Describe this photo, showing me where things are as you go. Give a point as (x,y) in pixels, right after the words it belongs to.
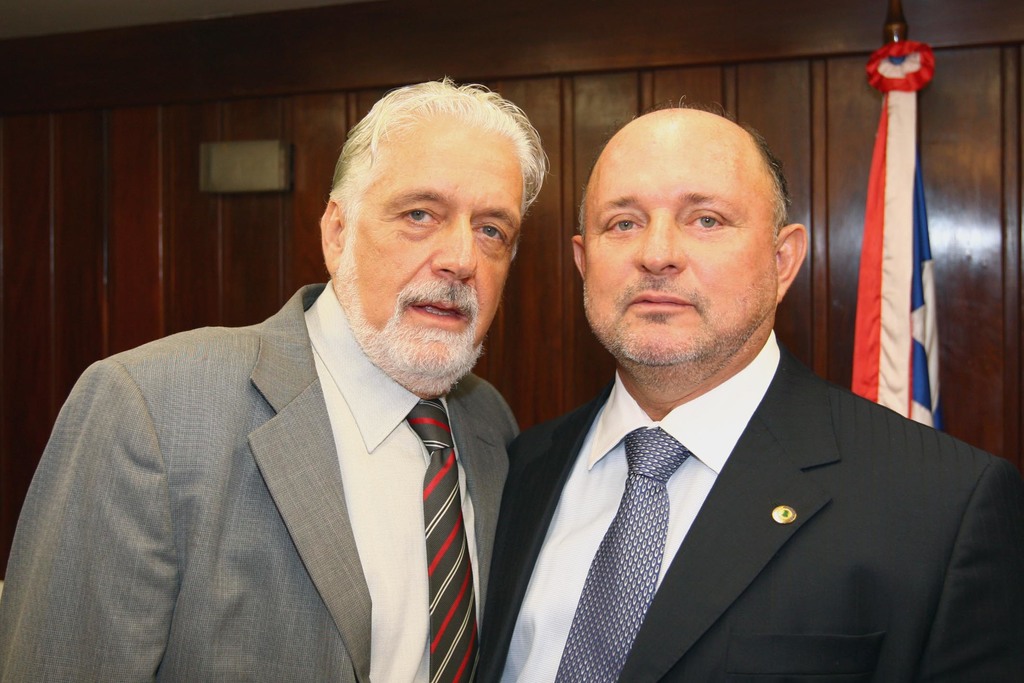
In this image, I can see two men (539,518) standing. On the right side of the image (920,371), It looks like a flag (889,261), which is hanging to a pole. In the background (538,49), It looks like a wooden wall (390,74).
